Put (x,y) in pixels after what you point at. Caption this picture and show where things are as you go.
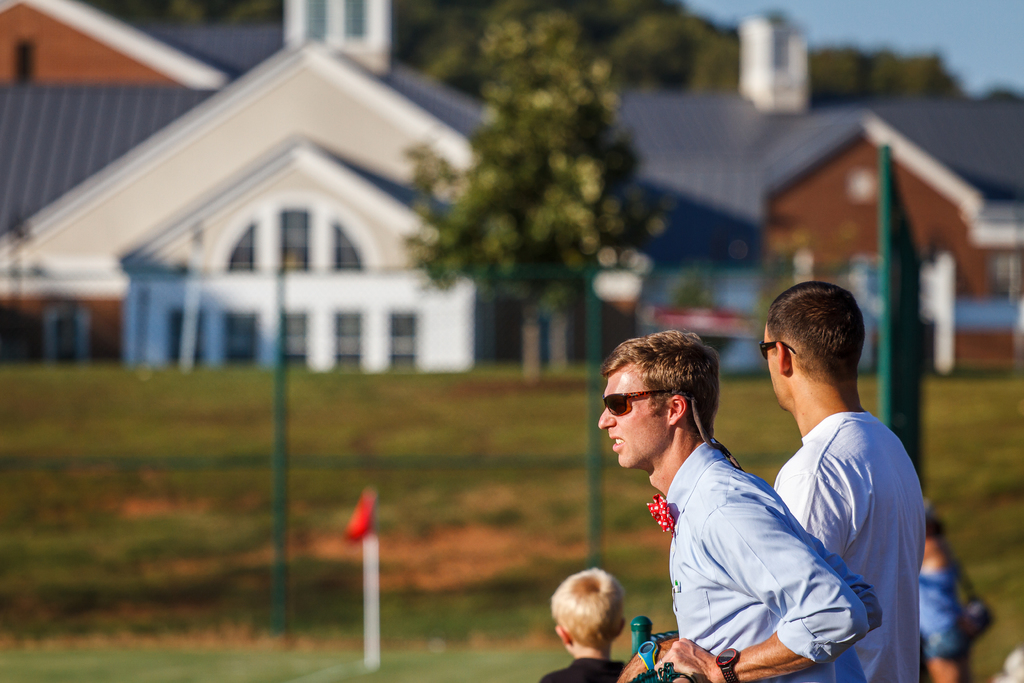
On the right side (796,470) two men (816,541) are there and looking at this side, in the middle (403,307) there is a house (773,229). There are trees (553,169) in this image.
